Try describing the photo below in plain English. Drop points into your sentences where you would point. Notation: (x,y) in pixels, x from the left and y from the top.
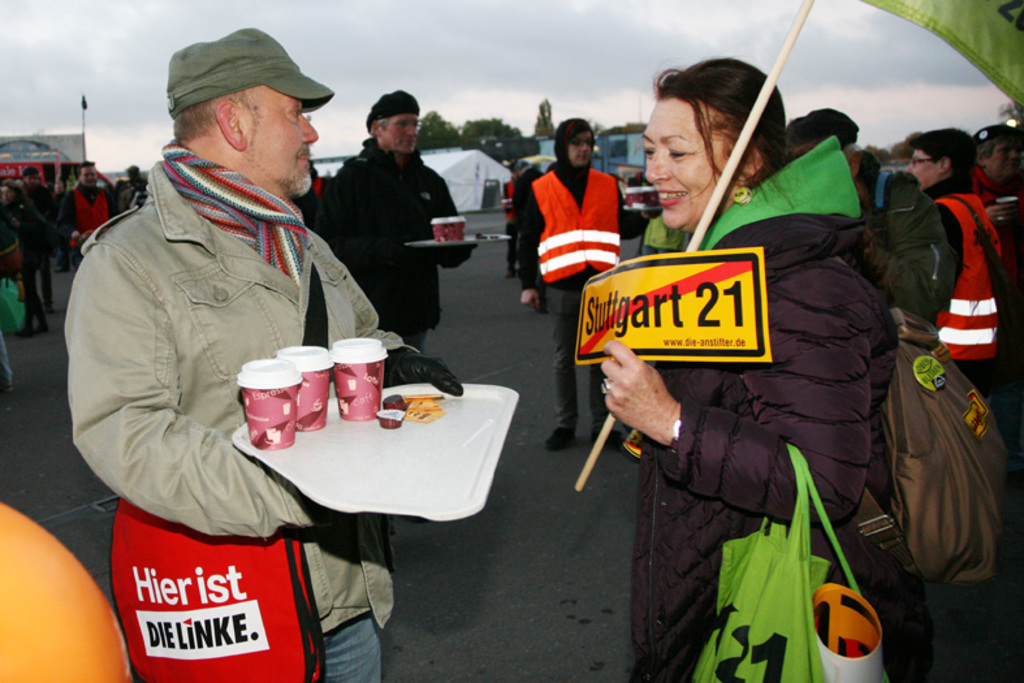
In the center of the image (645,380) we can see two persons (126,357) are standing and they are smiling, which we can see on their faces (670,216). And they are holding some objects (510,387). And the left side person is wearing a cap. In the bottom left side of the image (68,604), we can see one yellow color object (37,590). In the background (876,72), we can see the sky (886,102), clouds (874,44), trees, buildings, tents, one vehicle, one flag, banner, few people (370,127) are standing, few people (838,121) are holding some objects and a few other objects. At the top right side of the image (988,22), we can see one green color cloth (999,61).
